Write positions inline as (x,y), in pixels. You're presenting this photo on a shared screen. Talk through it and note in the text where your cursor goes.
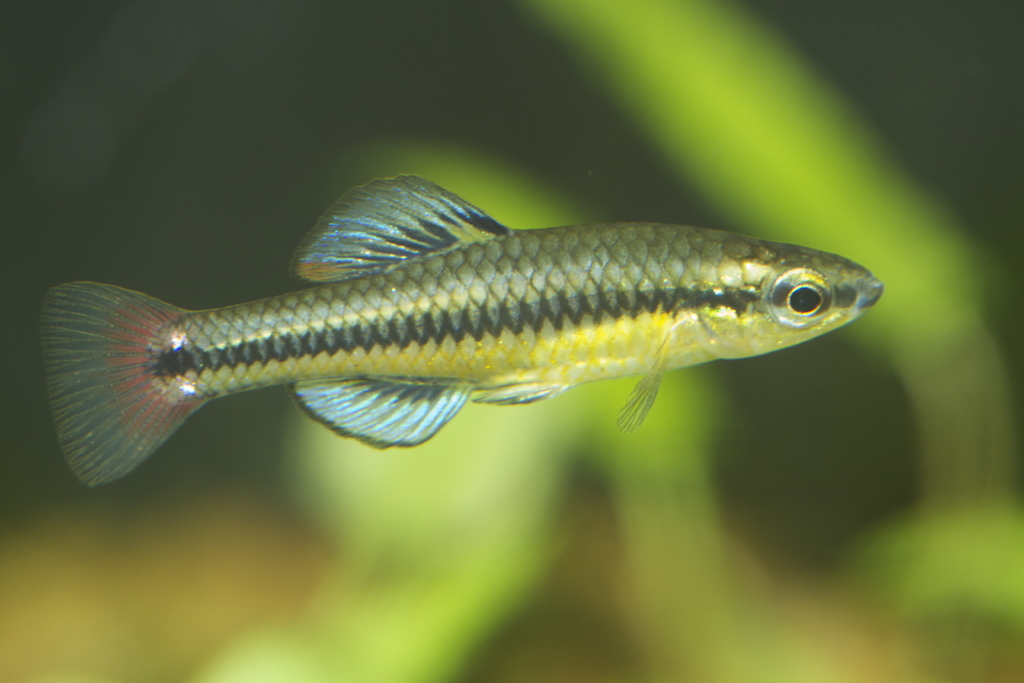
In this image, we can see a fish (555,335) on the blur background.
